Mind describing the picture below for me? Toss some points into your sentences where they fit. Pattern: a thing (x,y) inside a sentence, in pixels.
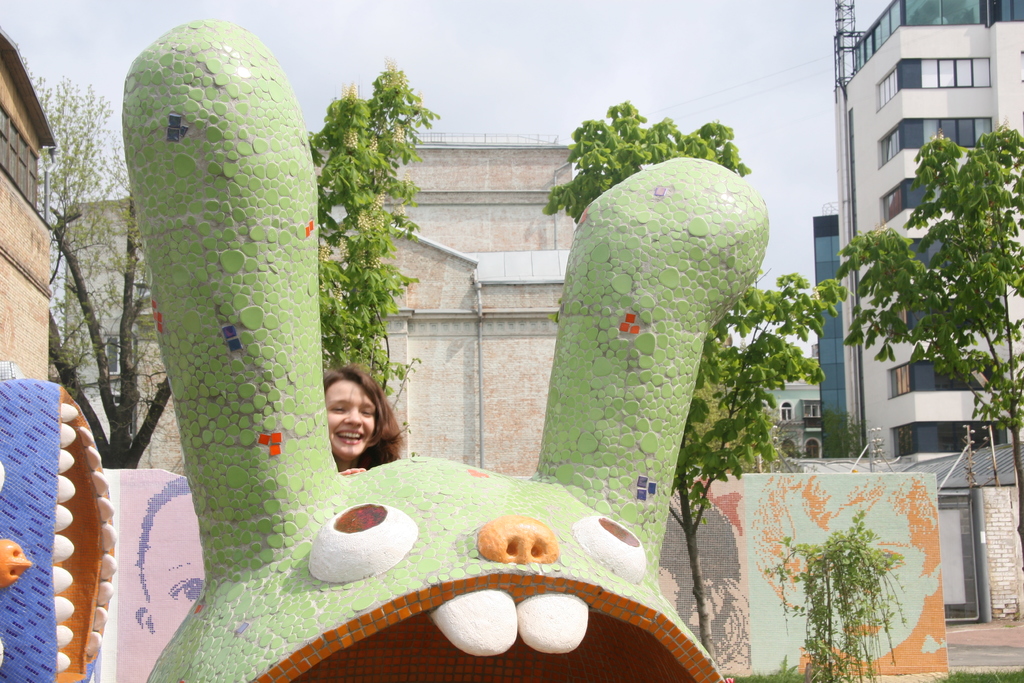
There are buildings (520,231) and trees (80,288), this is women (369,403) and a sky (544,53).
